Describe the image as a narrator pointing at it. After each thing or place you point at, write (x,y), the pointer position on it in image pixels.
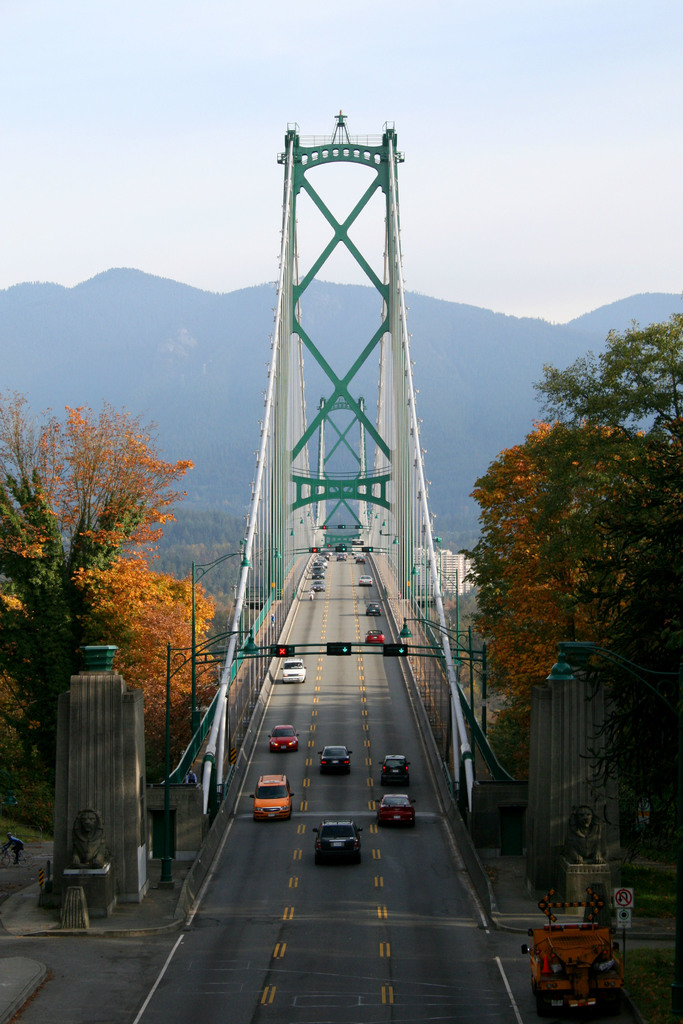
In the foreground of the picture (24,535) we can see trees (151,605), road (349,583) and a bridge (336,587), on the bridge (321,746) we can see vehicles (317,569) moving. In the middle of the picture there are hills (250,330). At the top (311,138) there is sky (454,58).
